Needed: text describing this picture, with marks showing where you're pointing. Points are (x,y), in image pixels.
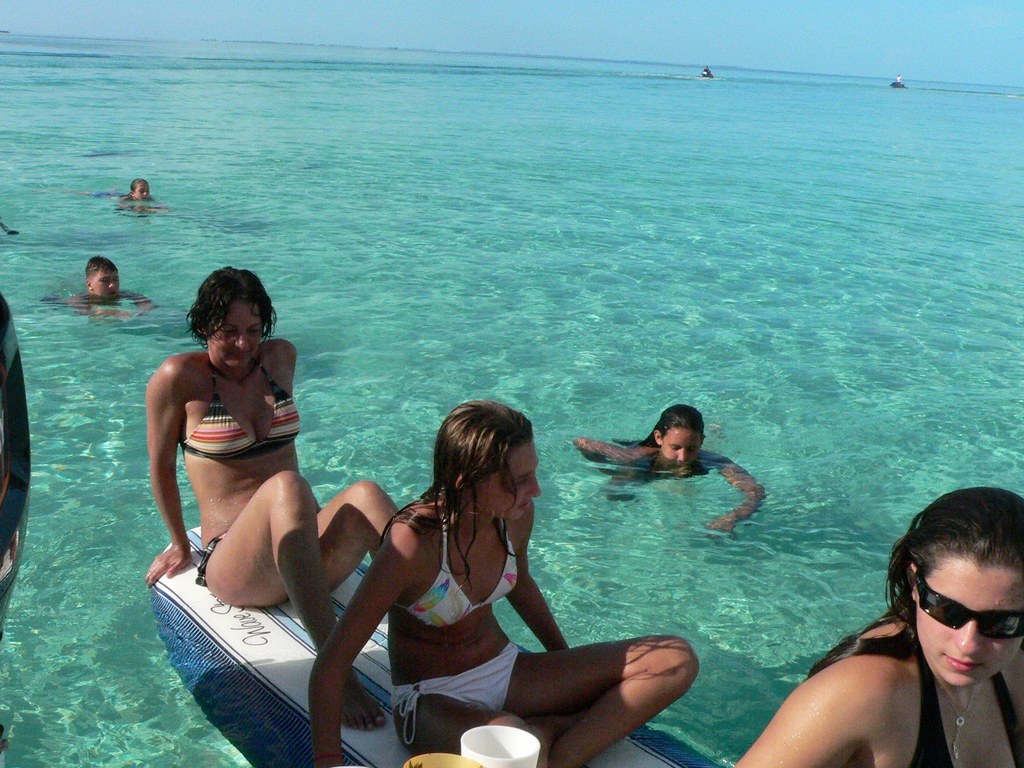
In this picture we can see two women (400,693) sitting on a surfboard (695,758). There are few people (605,454) visible in water (884,577). A woman (903,652) is visible on bottom right (931,706). We can see two people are seen on two boats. There is an object (6,527) on left side (5,553).
